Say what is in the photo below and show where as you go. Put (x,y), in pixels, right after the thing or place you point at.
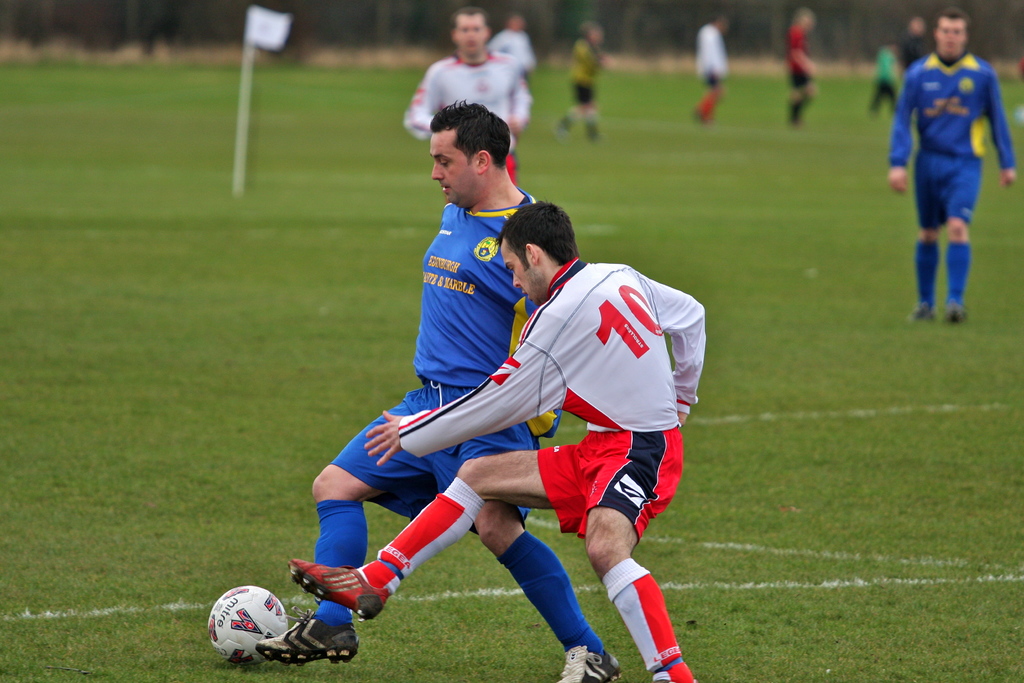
In this image I can see a ground (746,188) in the ground (606,237) I can see there are two persons (550,354) playing a game and they are going to kick the ball (241,621) with their legs (334,624) and the ball (229,615) visible on the ground (175,622), at the top (515,51) I can see few persons (892,85), in the middle (572,437) I can see two persons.
